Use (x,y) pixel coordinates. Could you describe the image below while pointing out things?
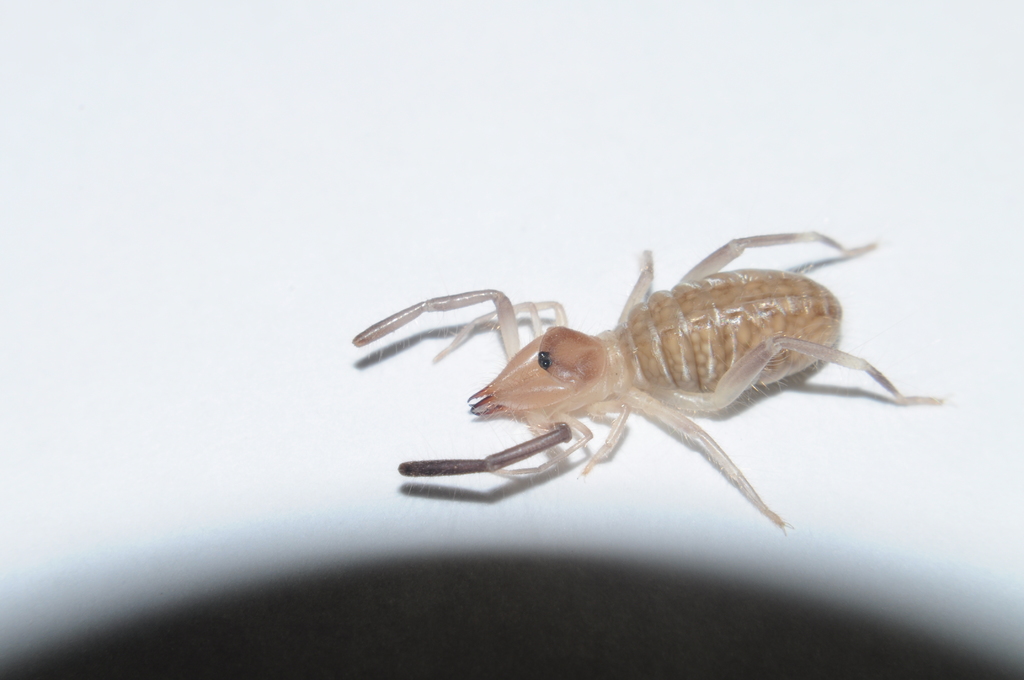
In this image I can see an insect (636,338) which is on the white surface (163,374). The insect (652,329) is in brown color.
